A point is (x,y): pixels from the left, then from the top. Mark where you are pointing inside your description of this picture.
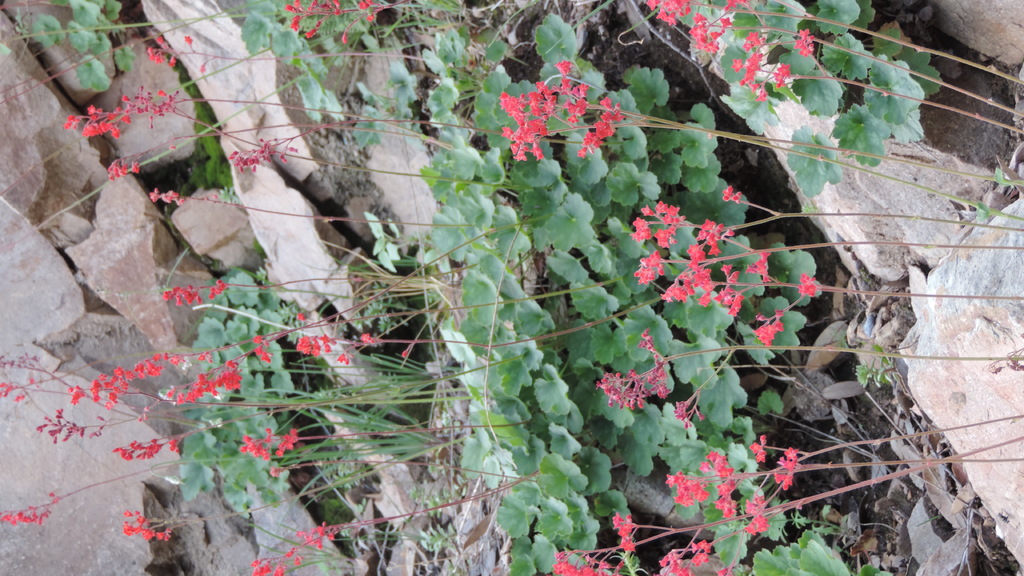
In this image we can see flower plants (611,309) on a group of rocks (264,72).
